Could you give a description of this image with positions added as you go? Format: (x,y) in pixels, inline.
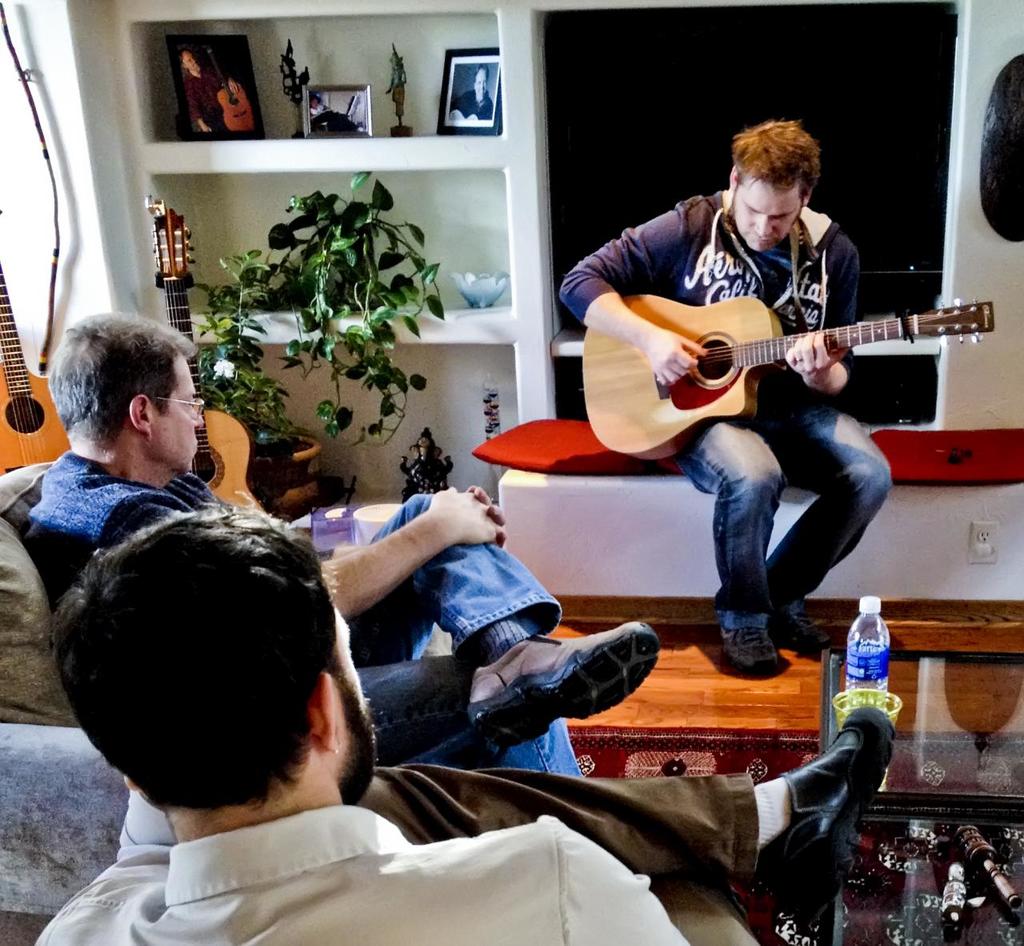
The picture is taken in a closed room (349,454) and at the left corner of the picture (235,714) there are two people (245,760) sitting on the sofa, one person (386,900) is wearing a white shirt (467,907) and pant (631,828) and another person (446,750) is wearing a blue dress (485,576) and both wearing shoes (475,699) and coming to the right corner of the picture (973,816) there is a table (911,894) on which bottle (883,675) is present and there is a bench (674,499) and one person (827,388) is sitting on it holding a guitar (659,399) behind him there are shelves (538,229) in that shelves (299,163) there are plants (335,246) and some photos (199,97) are there and in the left corner of the picture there are two guitars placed near the wall (83,270).
